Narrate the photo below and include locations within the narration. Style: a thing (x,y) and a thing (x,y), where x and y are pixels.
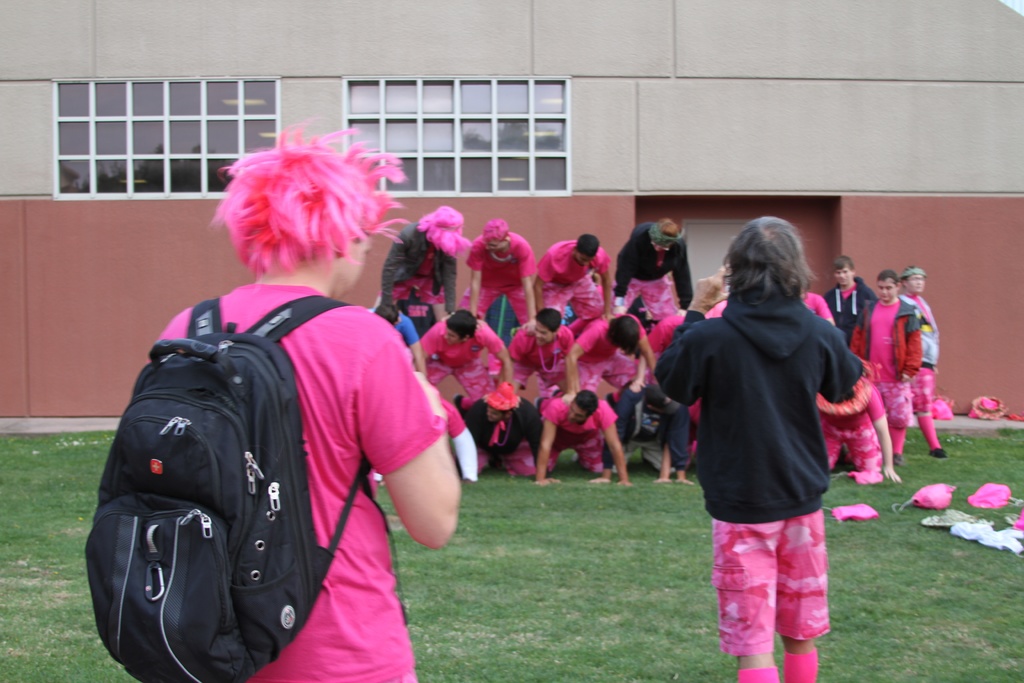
There is a group of people (729,375). In the center (649,251) we have a group of people (548,367). They are in a pyramid position. We can see in the background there is a window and wall (58,363). On the left side (175,432) we have a person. He's wearing a bag (175,445).
